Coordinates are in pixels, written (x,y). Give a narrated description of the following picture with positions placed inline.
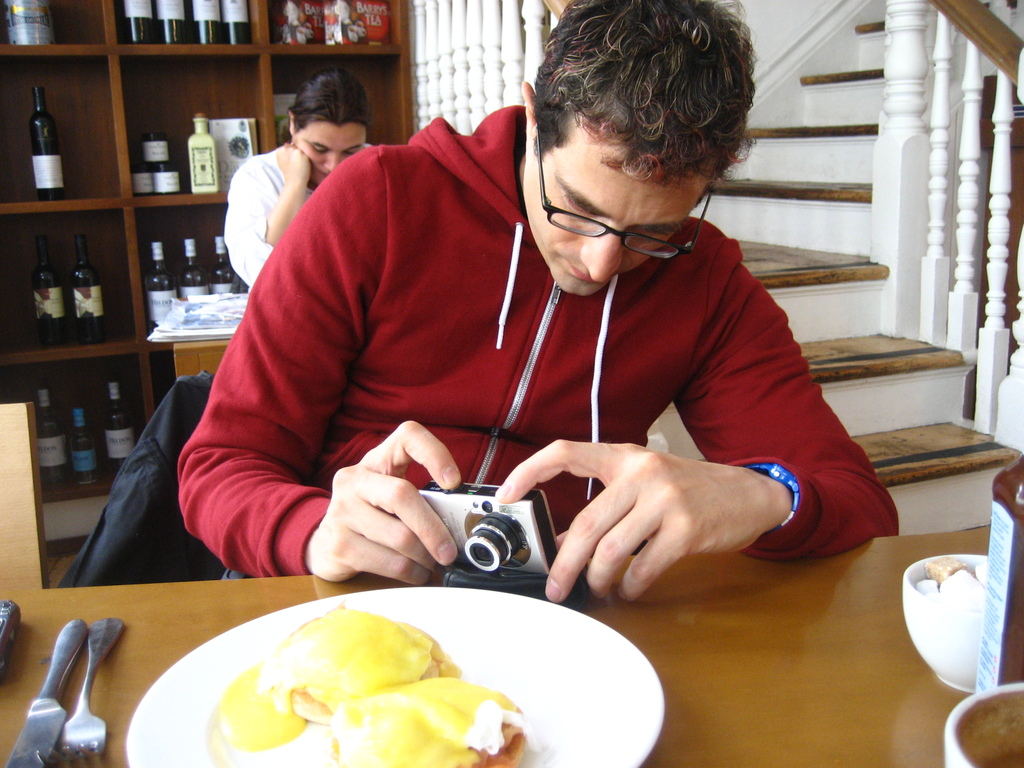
In this image we can see a person (568,351) sitting on the chair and holding a camera (462,517) in his hands (390,499). There are plate (526,684) with food (333,649), knife (59,677), fork (84,741), bowl (966,641) on the table (763,696). In the background (810,177) we can see bottles (54,295) in the shelf (117,171), a woman (261,174) sitting and staircase (956,385).
